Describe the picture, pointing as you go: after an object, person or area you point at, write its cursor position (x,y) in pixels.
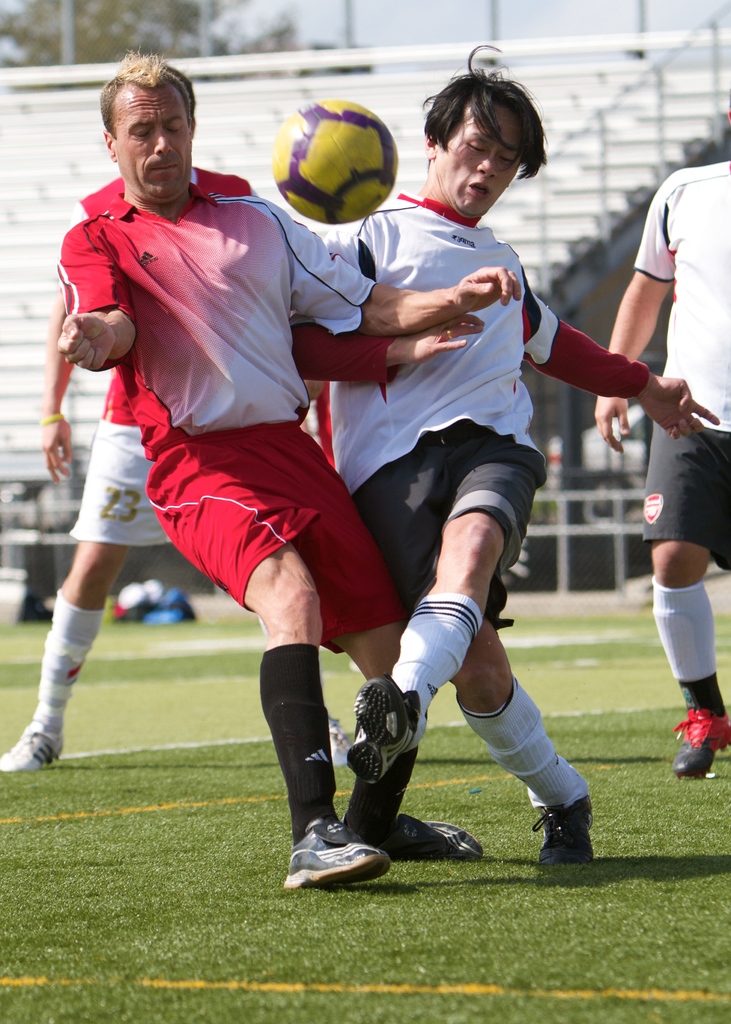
This image consists of few persons (407,521) playing football. In the middle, we can see a ball (346,160) in yellow color. At the bottom (368,949), there is green grass (245,935). In the background (610,231), there are steps (406,161).
